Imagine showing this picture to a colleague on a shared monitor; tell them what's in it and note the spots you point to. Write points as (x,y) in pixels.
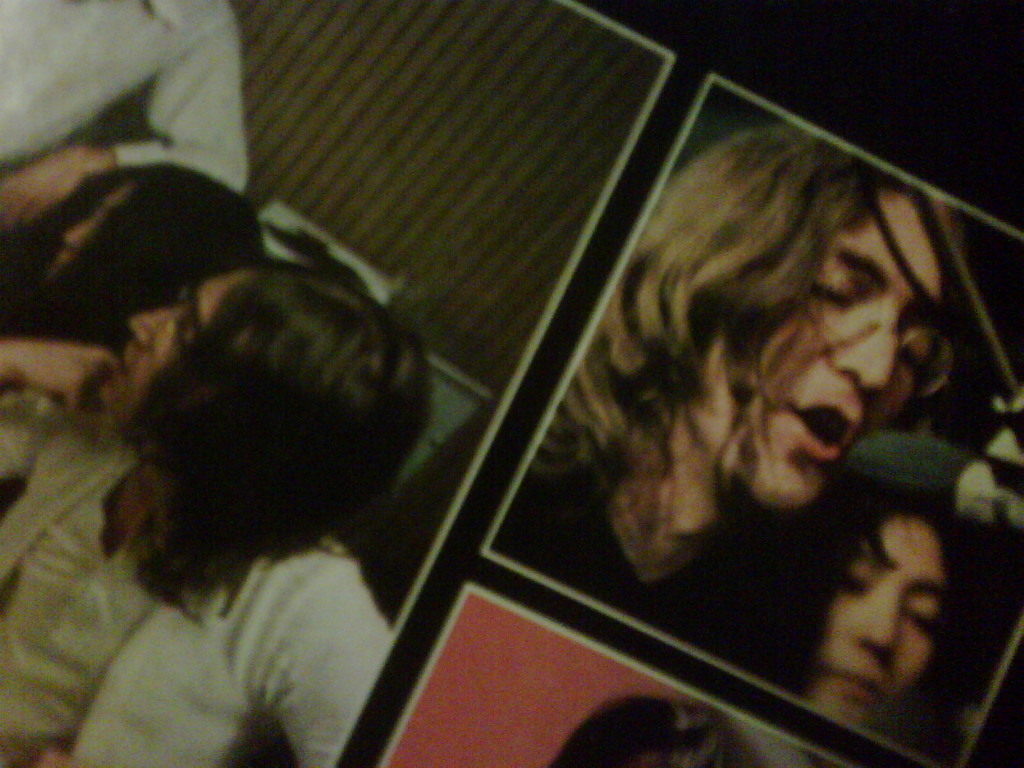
This is a collage image. In this image I can see people (291,633) and some other things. The background of the image (852,82) is dark.
